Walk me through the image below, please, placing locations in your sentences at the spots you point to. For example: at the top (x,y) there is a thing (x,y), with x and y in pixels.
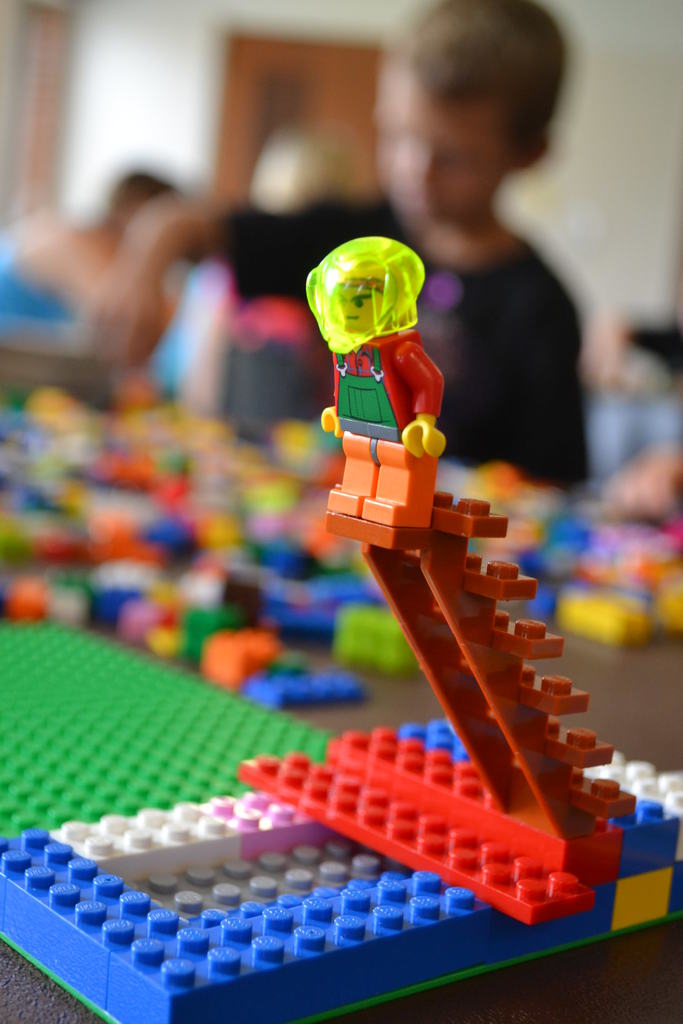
In the foreground (280,664), I can see building blocks (274,828) and toys (292,674) on a table (644,653). In the background (516,135), I can see a group of people (298,172), door (370,90) and a wall (609,205). This image taken, maybe in a hall (195,727).
